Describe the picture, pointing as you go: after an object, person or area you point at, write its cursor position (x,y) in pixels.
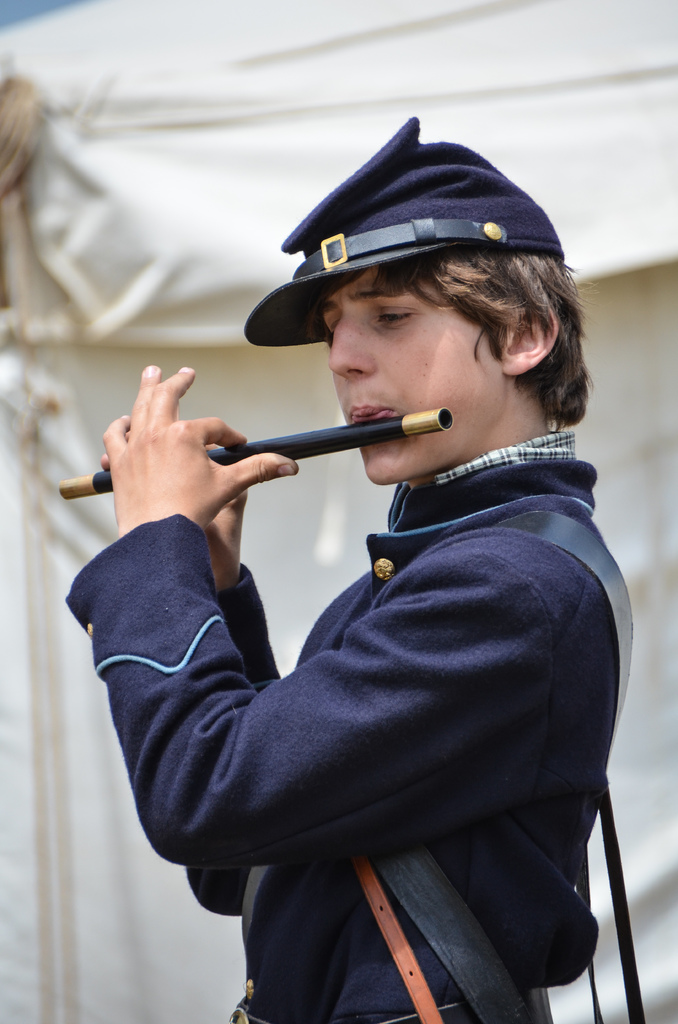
The person (241,739) wearing blue dress (403,659) is playing flute (349,440) and the background (275,416) is white in color.
